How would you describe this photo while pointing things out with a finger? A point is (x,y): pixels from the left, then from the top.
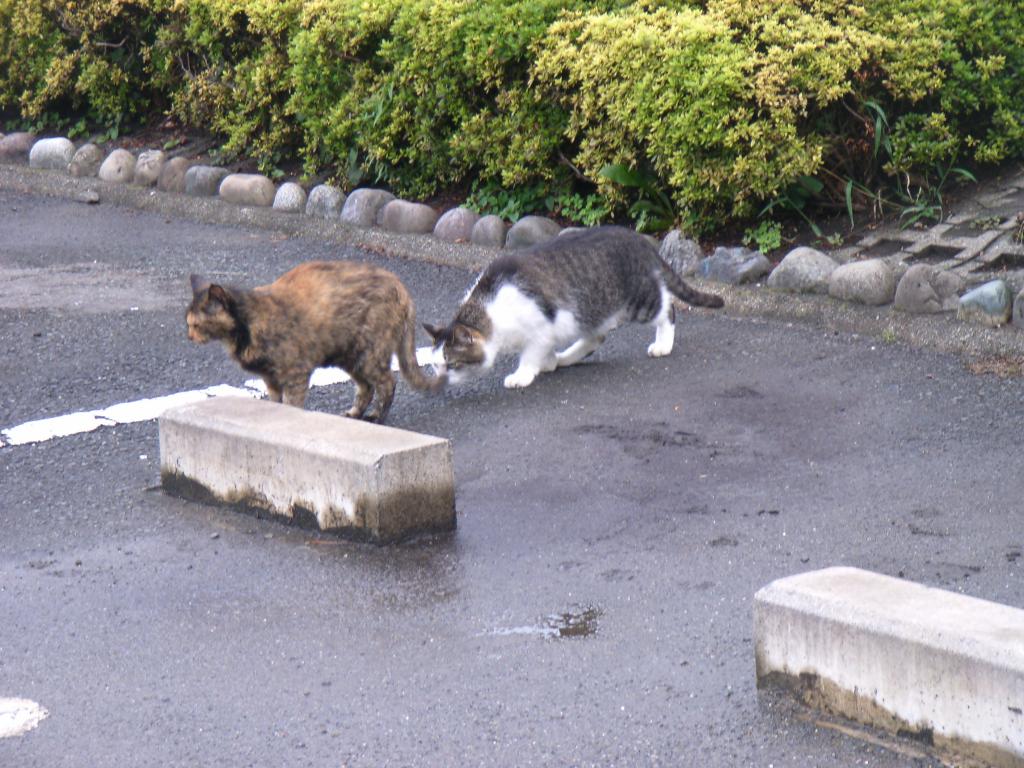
In this image we can see two cats (565,304) on the road (404,592), stones (449,221), also we can see some plants (744,199).
